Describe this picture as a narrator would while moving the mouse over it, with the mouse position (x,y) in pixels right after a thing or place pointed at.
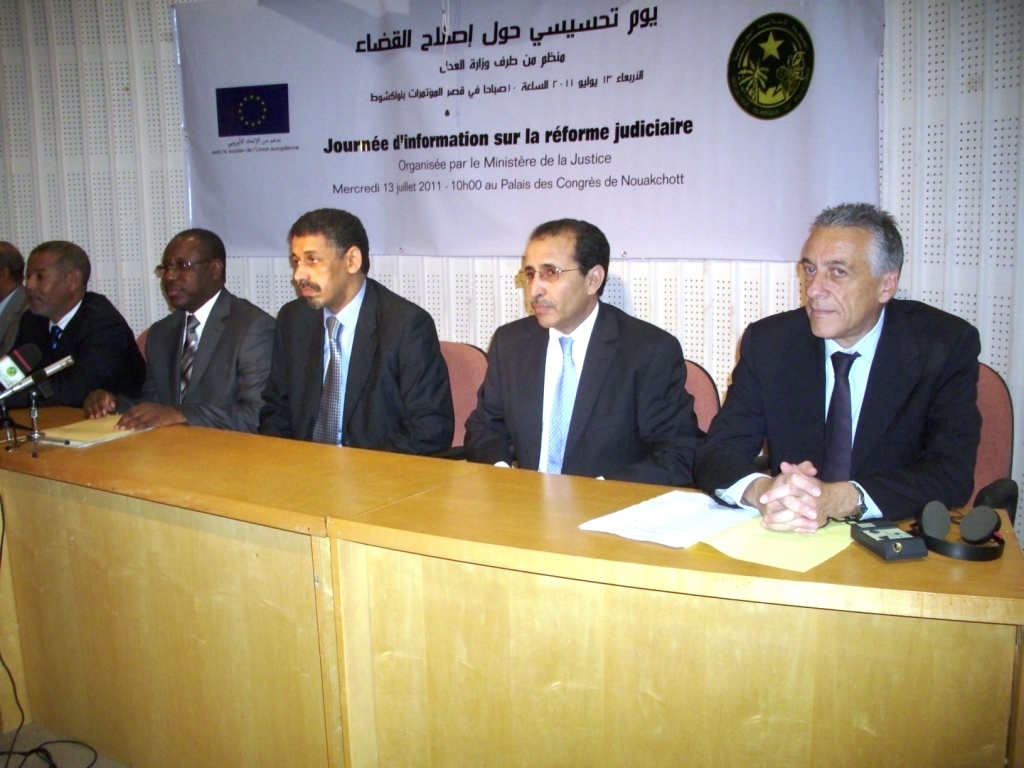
This picture seems to be clicked inside the hall (403,511). In the foreground (198,487) we can see the wooden tables (233,473) on the top of which books (683,528), microphones (15,358) and some other objects (905,541) are placed and we can see the group of persons (351,346) wearing suits (289,325) and sitting on the chairs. In the background (846,3) we can see a banner (203,68) on which we can see the text (527,94) and pictures (221,91) and there is a white color object (969,220) seems to be the wall (651,289) and we can see the cables (49,756).
